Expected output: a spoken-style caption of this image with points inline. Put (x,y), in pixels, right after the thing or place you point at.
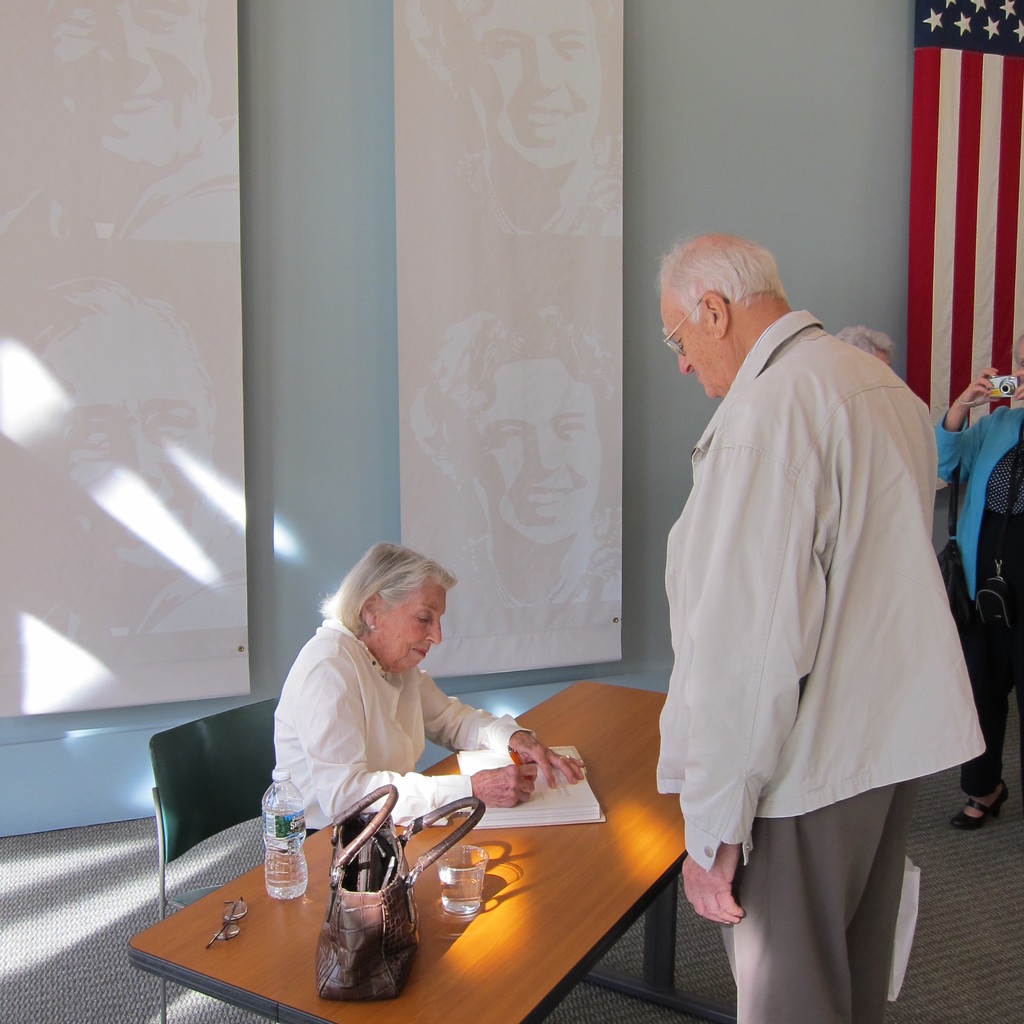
In this picture there is a woman (304,750) sitting in the chair (227,788) in front of a table (495,934) on which a bag (407,918), bottle (276,866), glasses (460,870) and a paper (497,764) was there. There is a old man (722,778) standing in front of the table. In the background (773,180) there is a wall (843,150) and a flag (951,225).
